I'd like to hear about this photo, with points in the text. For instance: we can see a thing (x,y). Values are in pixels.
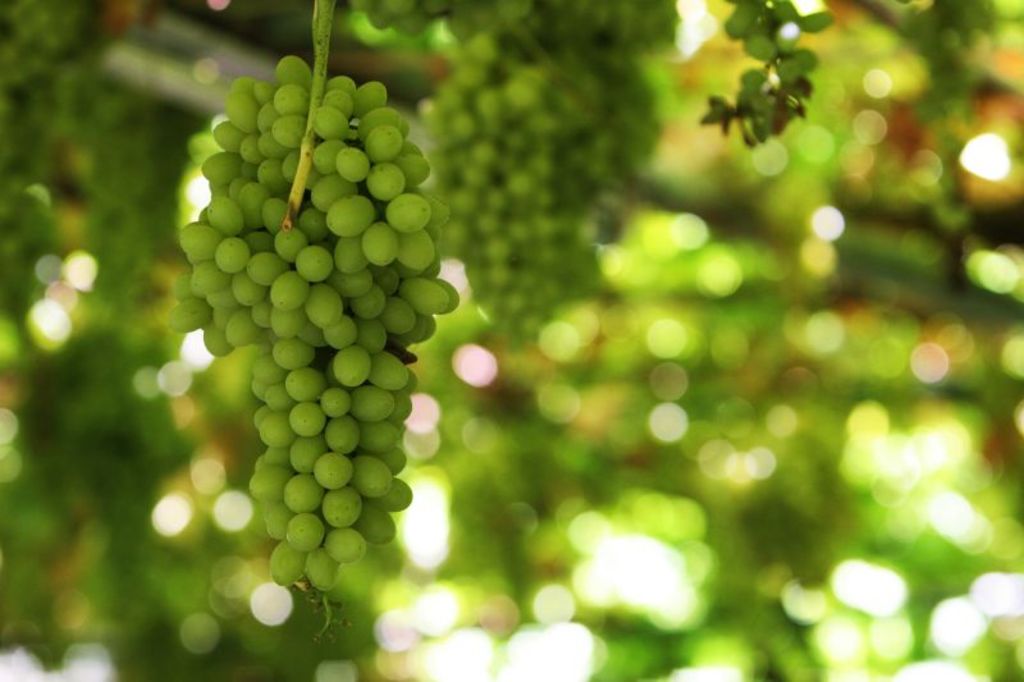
Here we can see grapes (364,537). There is a blur background (624,23) with greenery (793,472).
